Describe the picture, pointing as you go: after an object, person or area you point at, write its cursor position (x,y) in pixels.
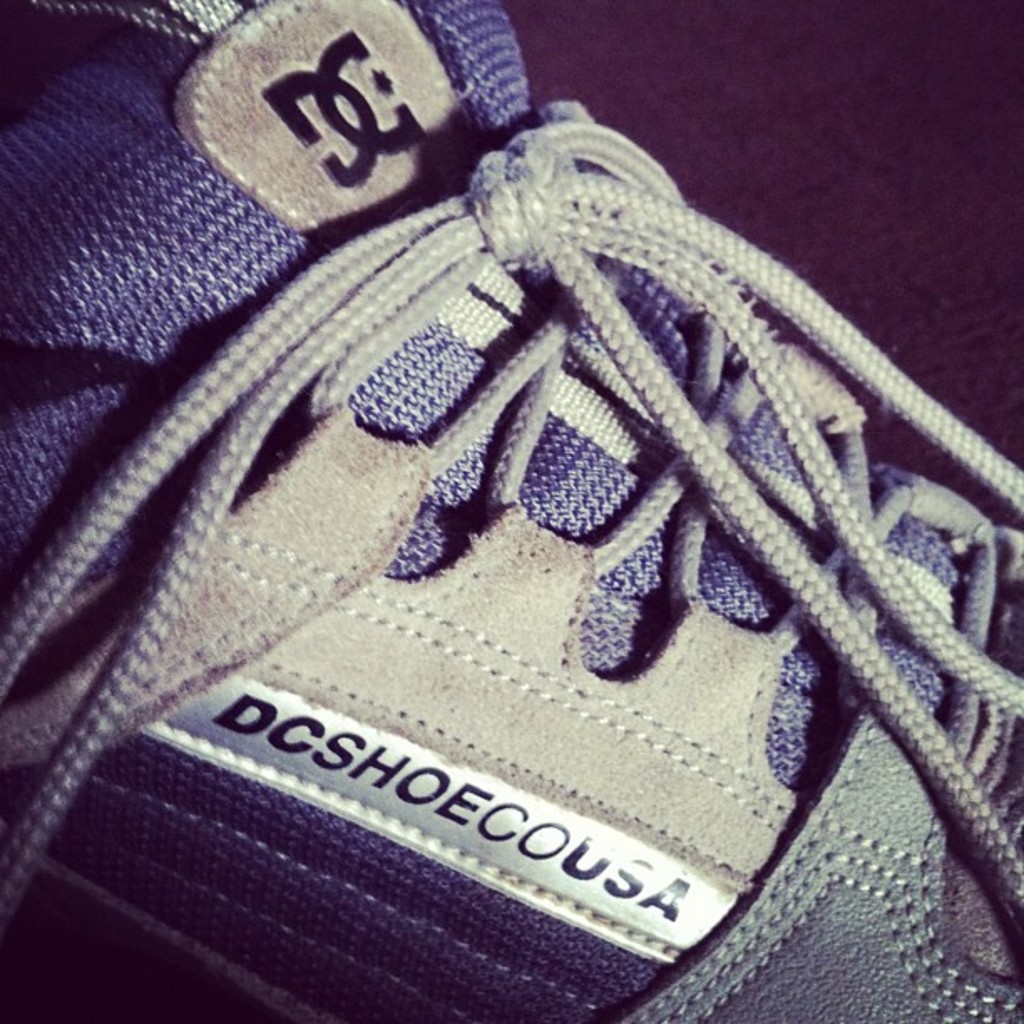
In this picture in the front (332,400) there is a shoe (388,553).
